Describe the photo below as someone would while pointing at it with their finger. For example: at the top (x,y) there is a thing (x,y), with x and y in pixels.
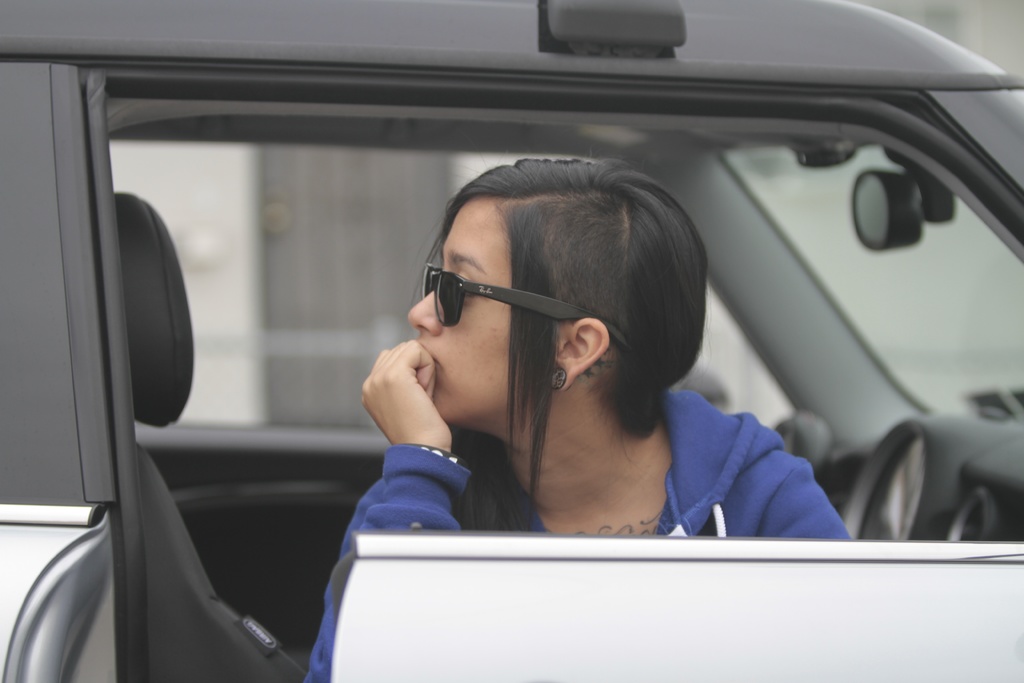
In the image we can see one person (642,288) sitting in the car (175,469). In the background (413,225) there is a wall (209,211) and door (277,251).
